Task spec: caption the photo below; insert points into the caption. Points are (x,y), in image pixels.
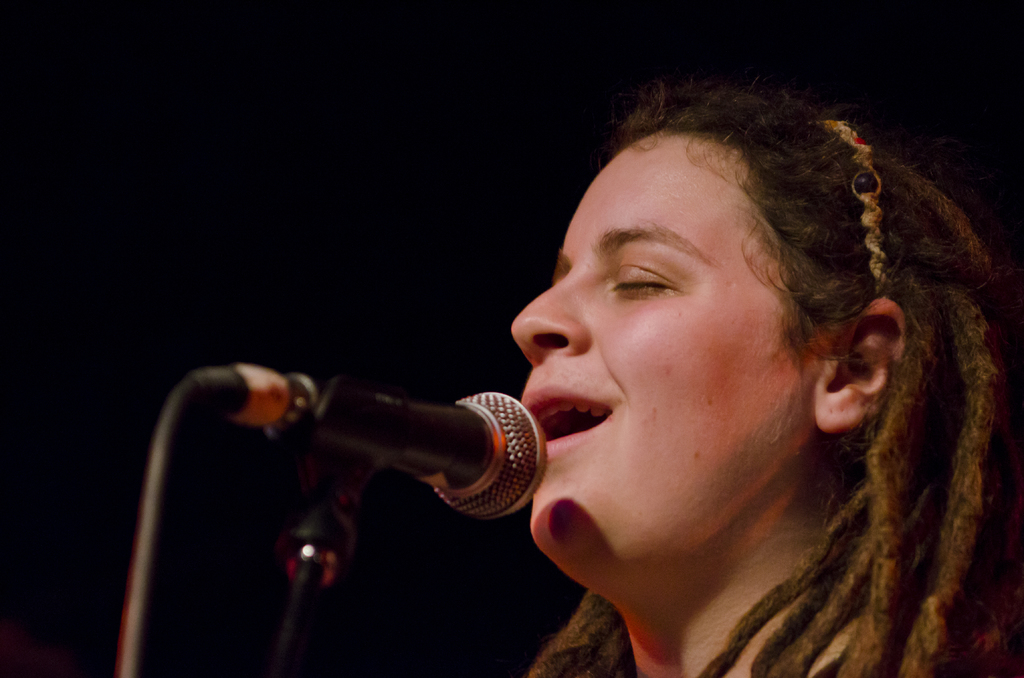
In this image there is a person (807,319) singing the song. In front of her there is a mike (390,413).
